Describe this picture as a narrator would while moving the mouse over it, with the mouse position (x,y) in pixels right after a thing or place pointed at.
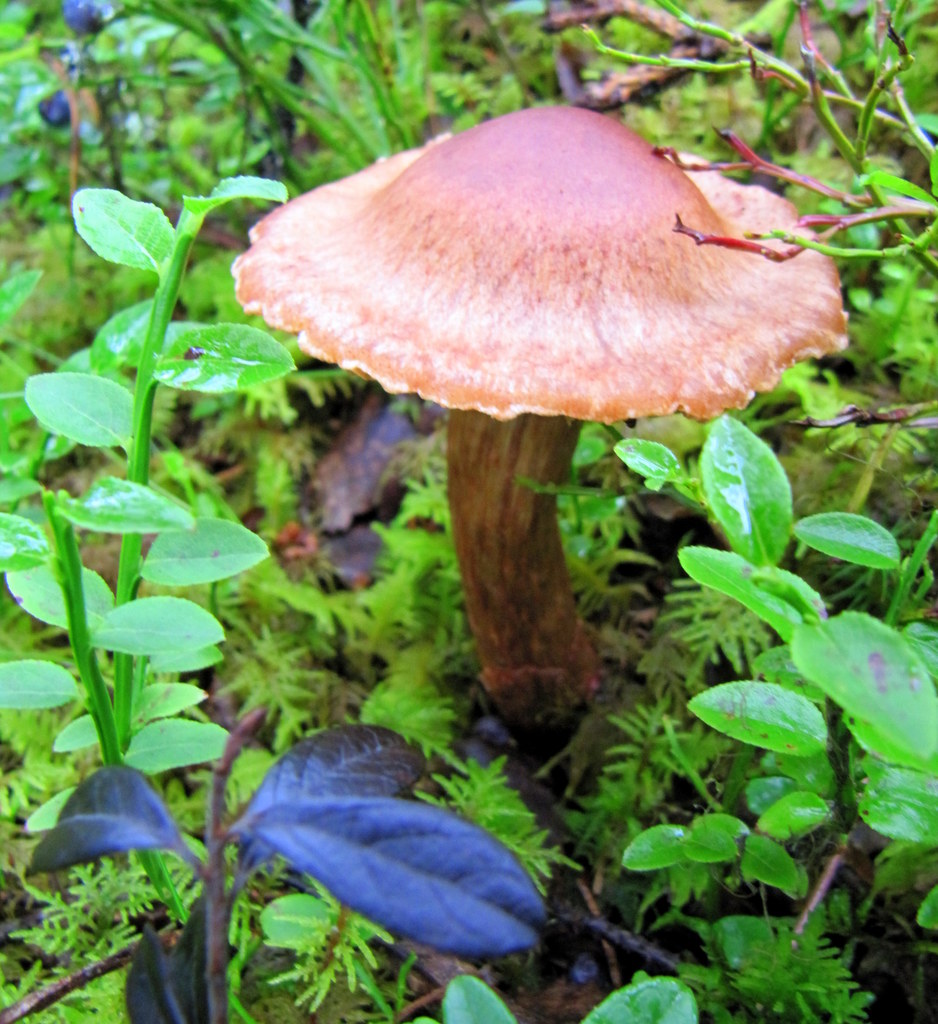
In this image we can see a mushroom (527,600) and also the plants (309,826).
